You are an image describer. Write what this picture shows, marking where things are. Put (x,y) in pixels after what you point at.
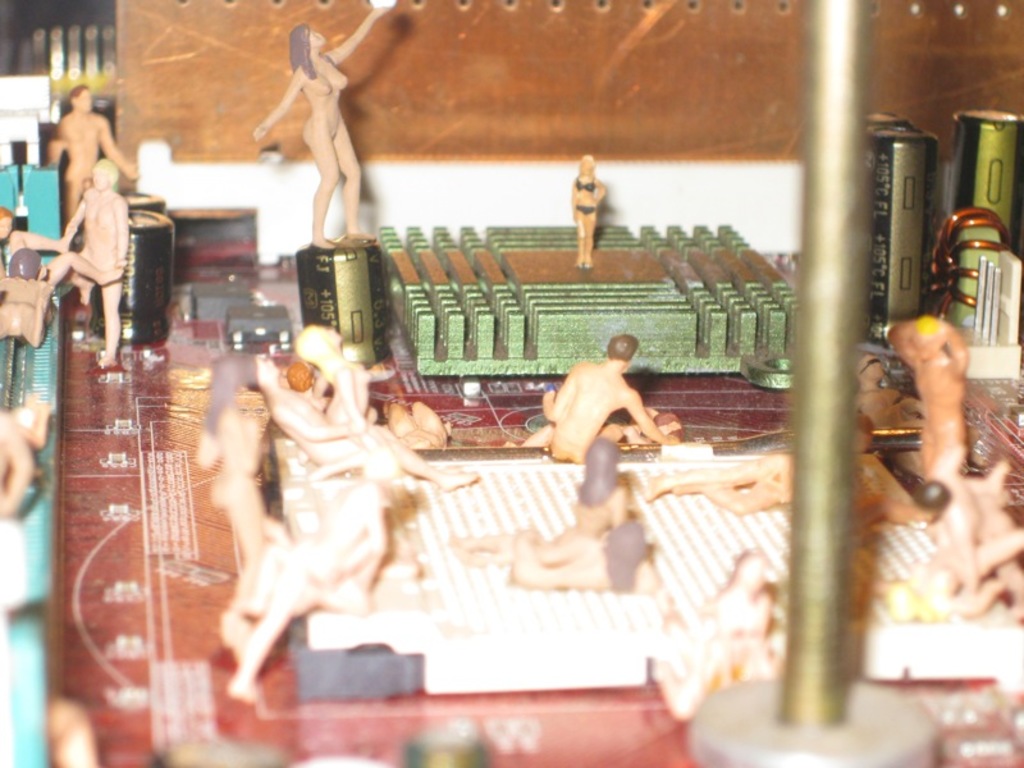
In this image we can see few toys (590,398), batteries (928,169), a metal rod (833,269) and few other objects (791,385).
